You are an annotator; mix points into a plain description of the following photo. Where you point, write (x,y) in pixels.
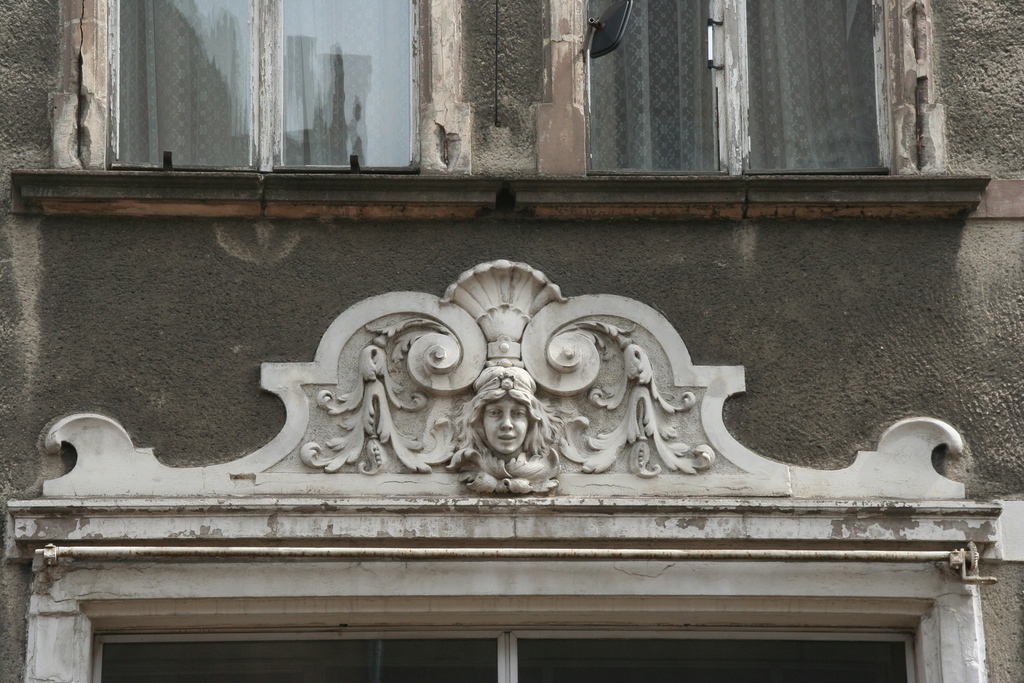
In this image there is a wall (326,244) and we can see sculptures (540,386) on the wall (735,427) and there are windows (717,150).
